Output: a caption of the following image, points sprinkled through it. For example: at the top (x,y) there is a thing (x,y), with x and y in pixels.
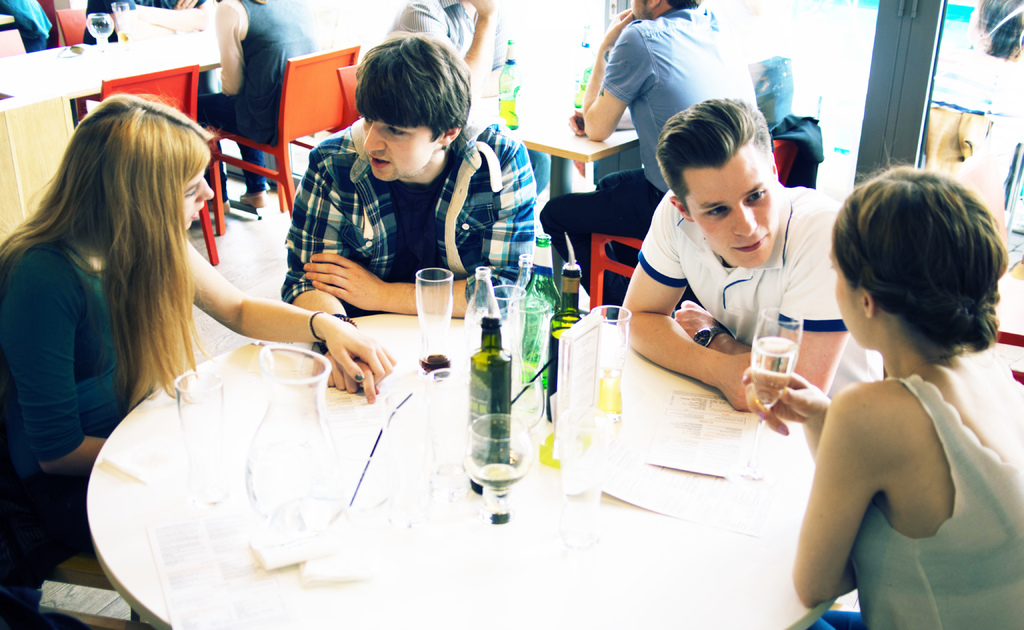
In this image I see number of people (493,152) who are sitting on chairs (13,48) and there are tables (364,627) in front of them on which there are bottles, glasses (606,327), papers (587,365) and other few things (273,393). I can also see these 2 are holding hands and this woman (954,198) is holding a glass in her hand (822,403).
